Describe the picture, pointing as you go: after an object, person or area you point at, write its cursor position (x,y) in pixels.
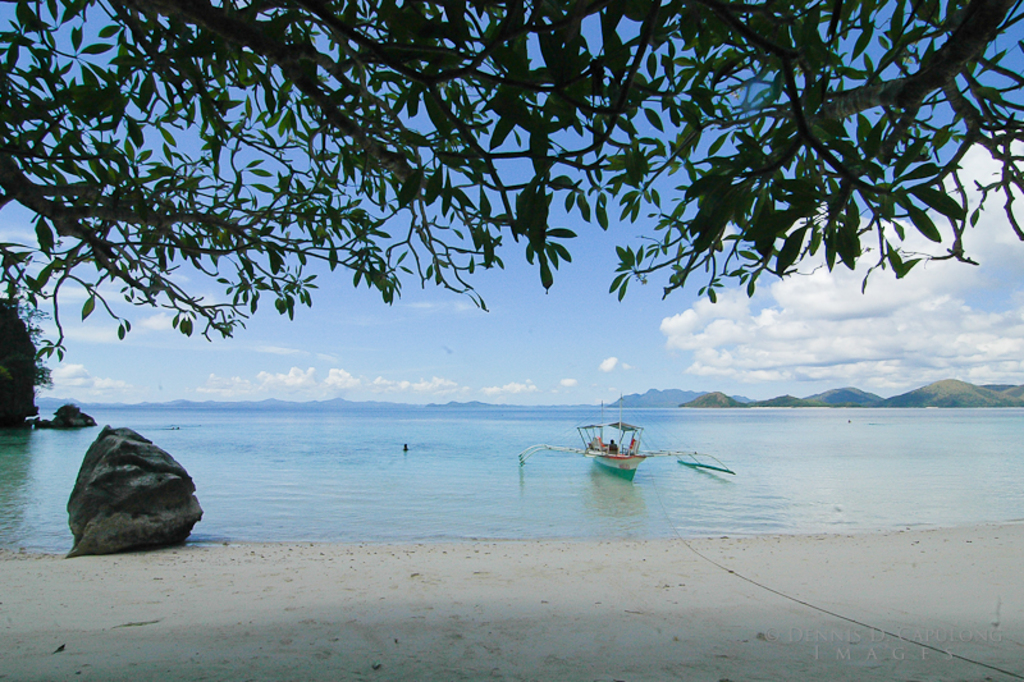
In this image I can see ground (414,567), water (458,474), tree (225,9) and in water (664,445) I can see white colour boat (622,460). In background (447,399) I can see clouds (1001,254), the sky (446,351) and here I can see watermark (961,645).
